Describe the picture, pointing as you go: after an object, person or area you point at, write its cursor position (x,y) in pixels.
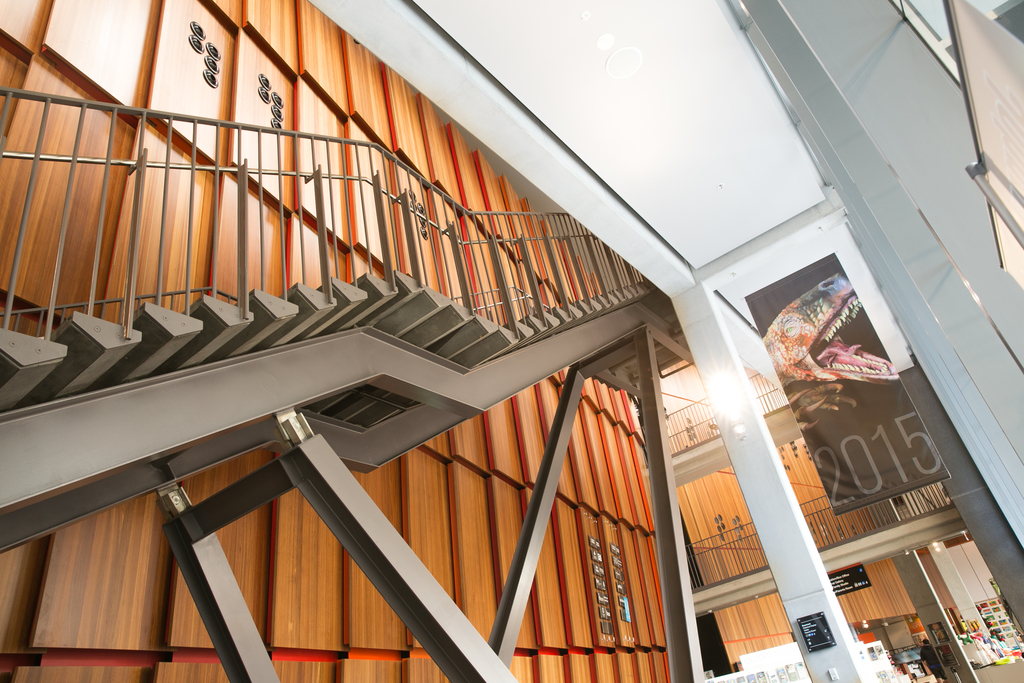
In this image there is a metal staircase (311,330) with metal rod fence (590,238) and there are pillars (718,425), banners (869,428) and on the corridors (702,554) there is metal fence (882,519), in the background of the image (989,657) there are a few objects (1000,642) on the shelves (1000,642).
